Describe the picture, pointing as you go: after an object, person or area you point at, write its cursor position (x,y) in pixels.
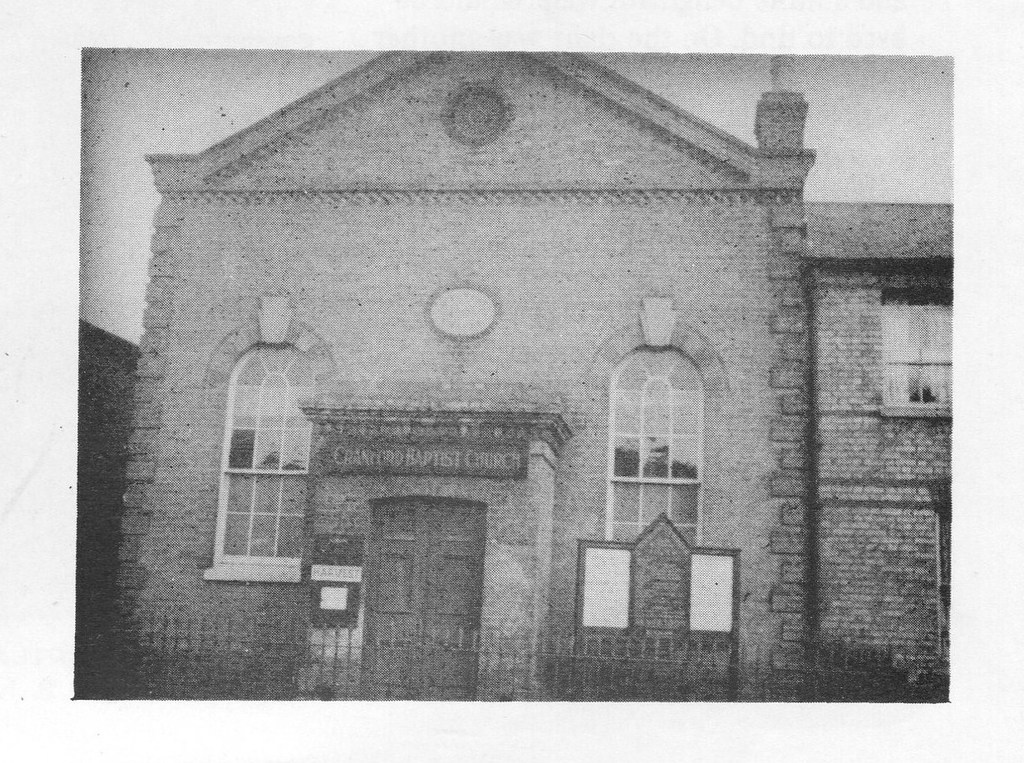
In this image I can see the black and white picture. I can see a building (571,242), few windows (641,365) of the building (727,362), the door (411,561) and a board (419,462) on the top of the door (392,618). In the background (873,118) I can see the sky (824,143).
